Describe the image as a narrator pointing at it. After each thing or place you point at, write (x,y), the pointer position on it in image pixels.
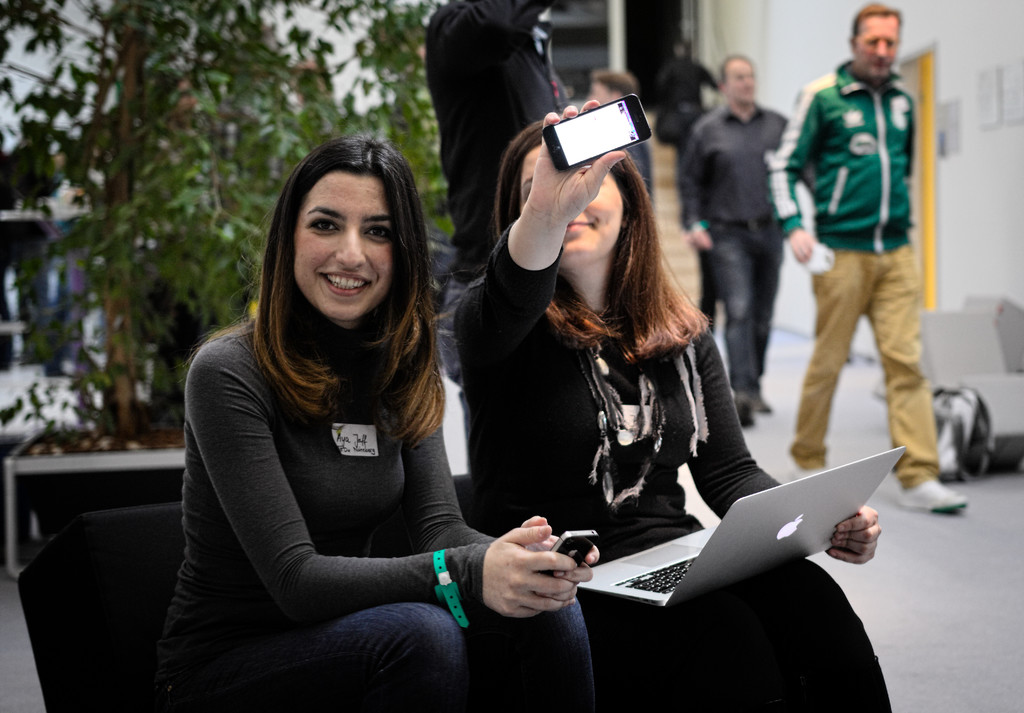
In this image, we can see two persons (549,287) wearing clothes (310,520) and sitting on the sofa (114,661). The person (537,468) who is in the middle of the image (622,327) holding a laptop (807,476) and phone (588,132) with her hands (588,170). There are plants (262,139) in the top left of the image (251,59). There are some persons (734,149) wearing clothes (884,209) and walking beside the wall (976,133).
